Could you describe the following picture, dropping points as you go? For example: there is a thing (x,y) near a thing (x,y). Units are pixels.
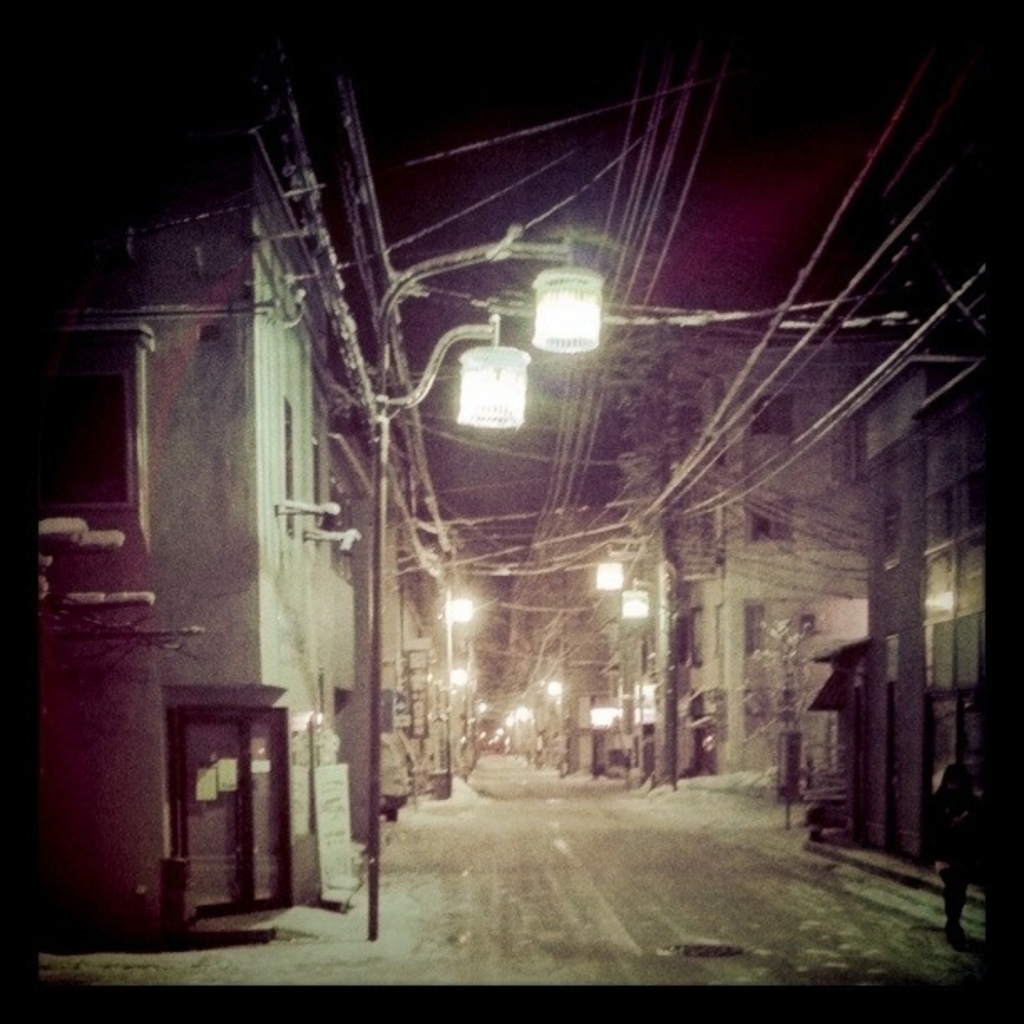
In this picture we can see a street lights (638,600), electric poles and road (543,884). On the right (849,458) we can see buildings (844,566). On the left (254,812) there is a door (249,825) which is near to the street light (380,496).
